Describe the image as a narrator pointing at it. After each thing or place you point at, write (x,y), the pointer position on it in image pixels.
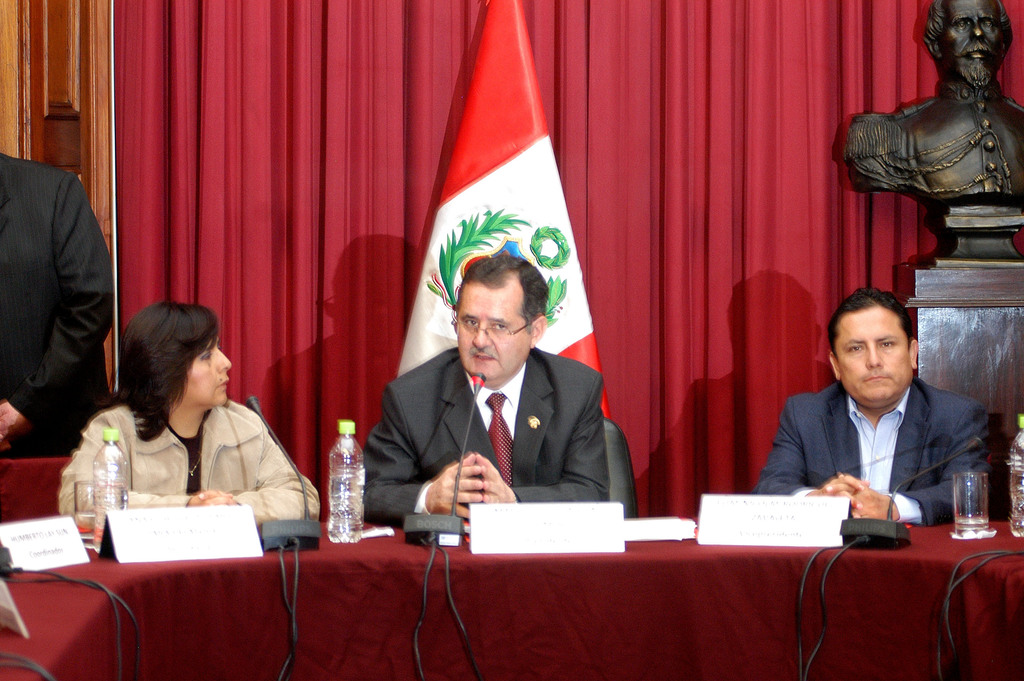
This picture is of inside. On the right corner (992,27) there is a sculpture (983,63) of a man (988,117). On the right (883,380) there is a man (914,429) sitting on the chair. In the center (469,341) there is a man (483,394) and a woman (231,456) sitting on the chairs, in front of them we can see a table (613,600) on the top of which glasses (976,504), water bottles (115,501) and microphones (459,518) are placed. In the background (56,201) we can see a man (39,322) seems to be standing, a flag (493,80) and curtains (686,107).
